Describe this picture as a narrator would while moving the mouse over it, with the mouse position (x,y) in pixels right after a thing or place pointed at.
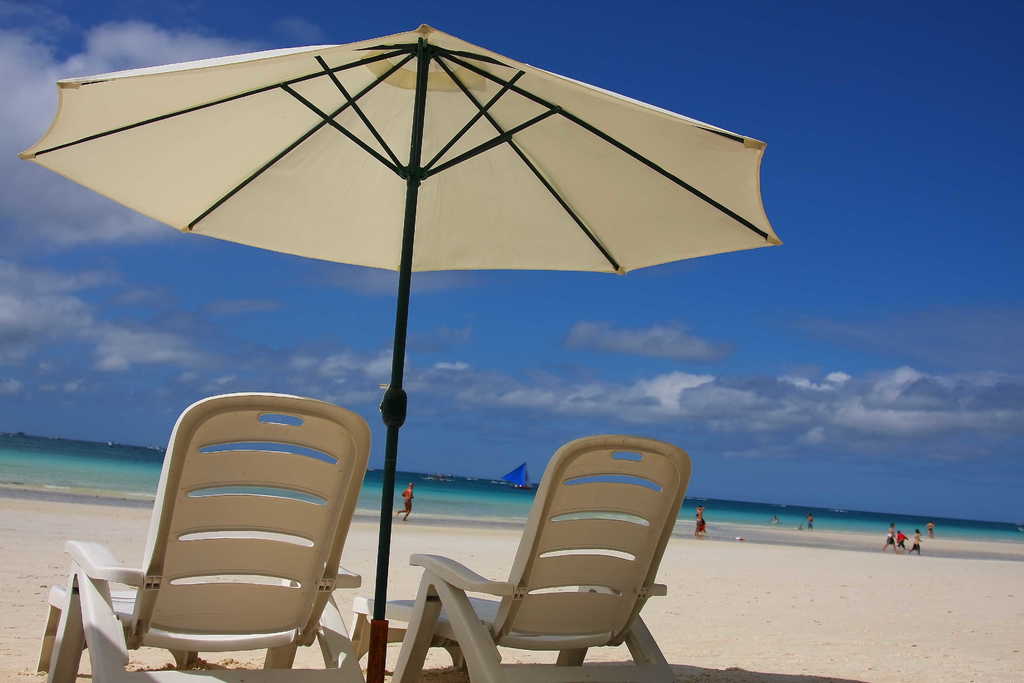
In this image we can see two chairs (269,588) and an umbrella (376,643) on the sand (357,520). In the background (913,498), we can see people (412,487) playing in the water (430,491), we can see a sailboat (527,485) is floating on the water (513,496) and the blue color sky (660,347) with clouds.
